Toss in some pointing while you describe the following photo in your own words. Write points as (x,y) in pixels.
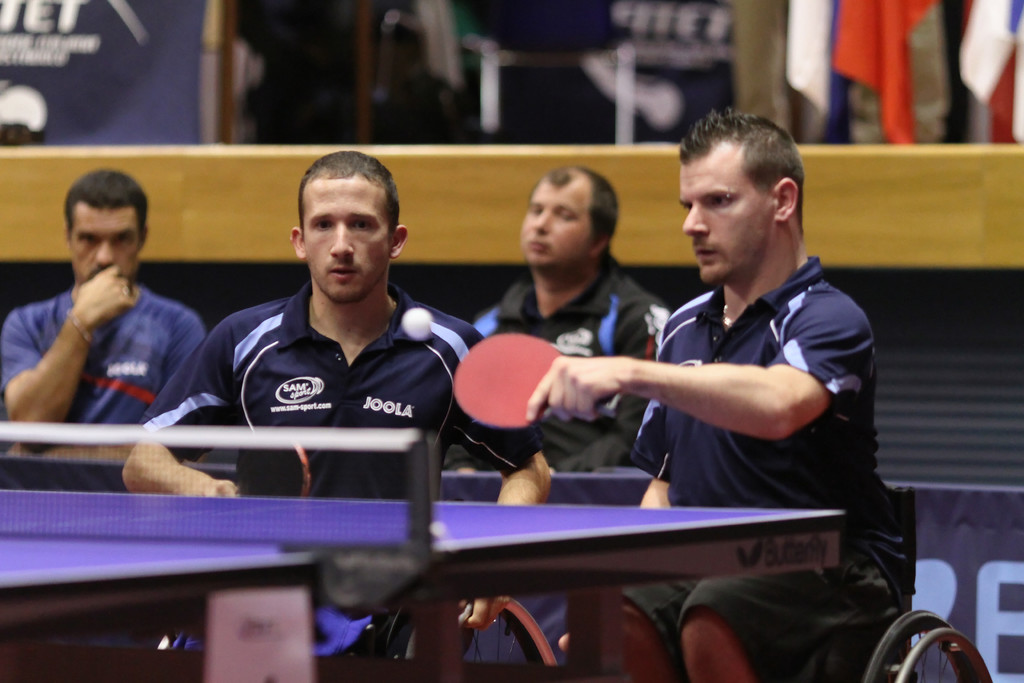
In the picture we can see some people (309,268) are playing a table tennis and they are in a sports wear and one person (649,588) sitting on the wheel chair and holding a table tennis bat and behind them we can see a wall (1008,327) with a wooden plank (861,168) on it, and top of it we can see some things (56,94) are placed.
